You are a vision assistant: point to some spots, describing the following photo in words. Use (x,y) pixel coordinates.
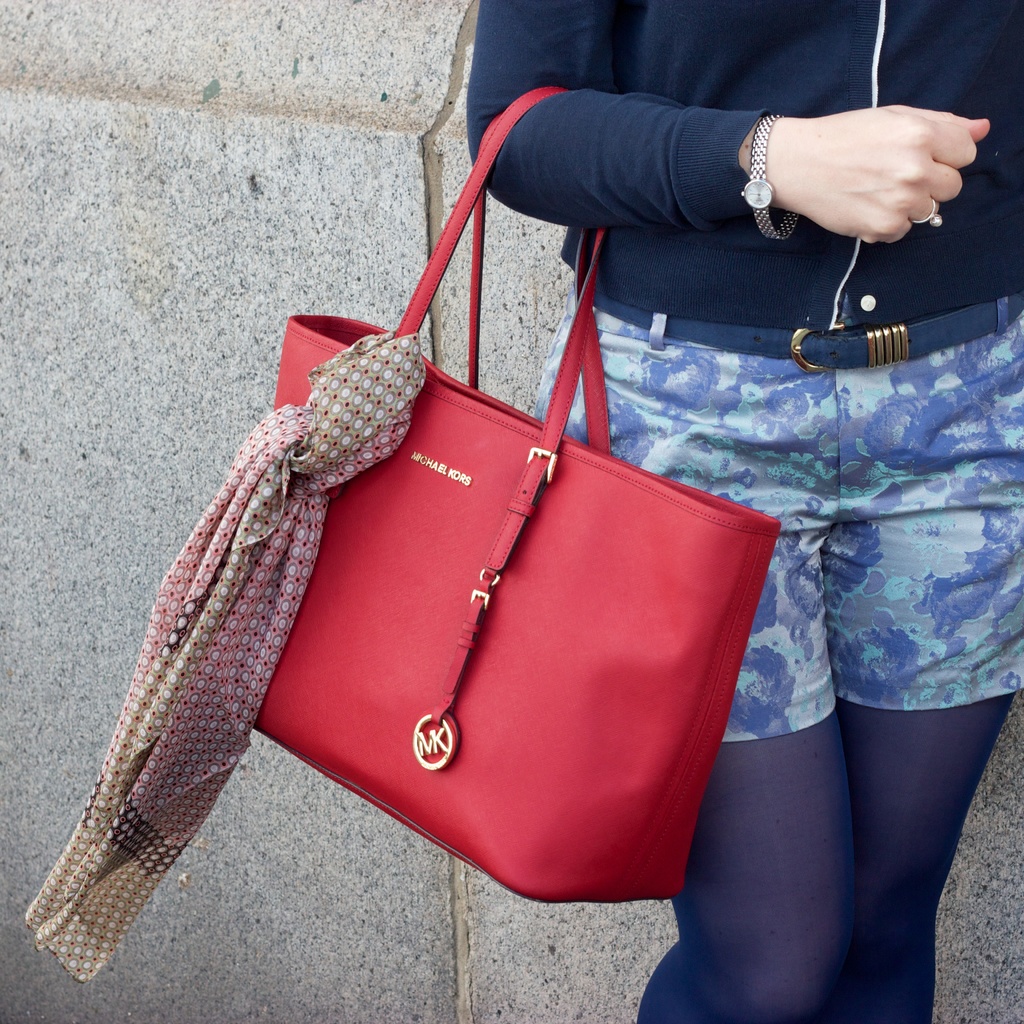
A woman (717,242) is carrying handbag (428,556) on her hand (784,122). A cloth (408,372) is tied to the hand bag (449,396) and there is a wall (135,322) behind her.
